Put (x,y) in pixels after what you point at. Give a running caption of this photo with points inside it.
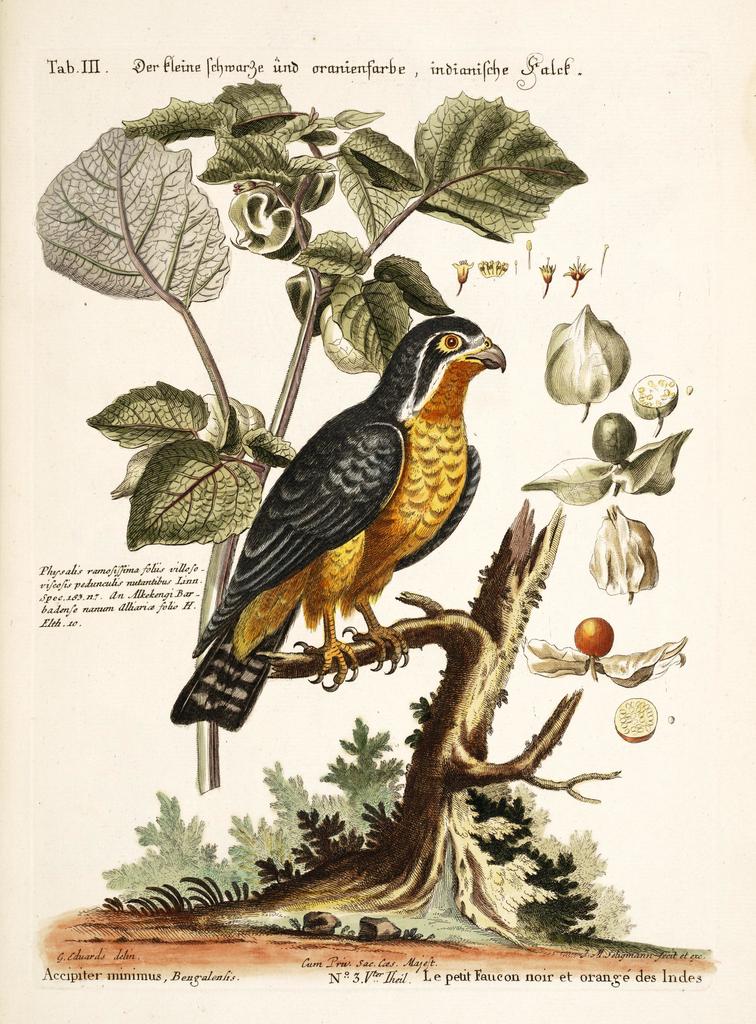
In this picture I can see a paper (305,25) with words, numbers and there is a photo (405,398) of a tree trunk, plant (530,204), fruits (612,423), leaves (531,216) and a bird (399,458) on the paper (311,802).
